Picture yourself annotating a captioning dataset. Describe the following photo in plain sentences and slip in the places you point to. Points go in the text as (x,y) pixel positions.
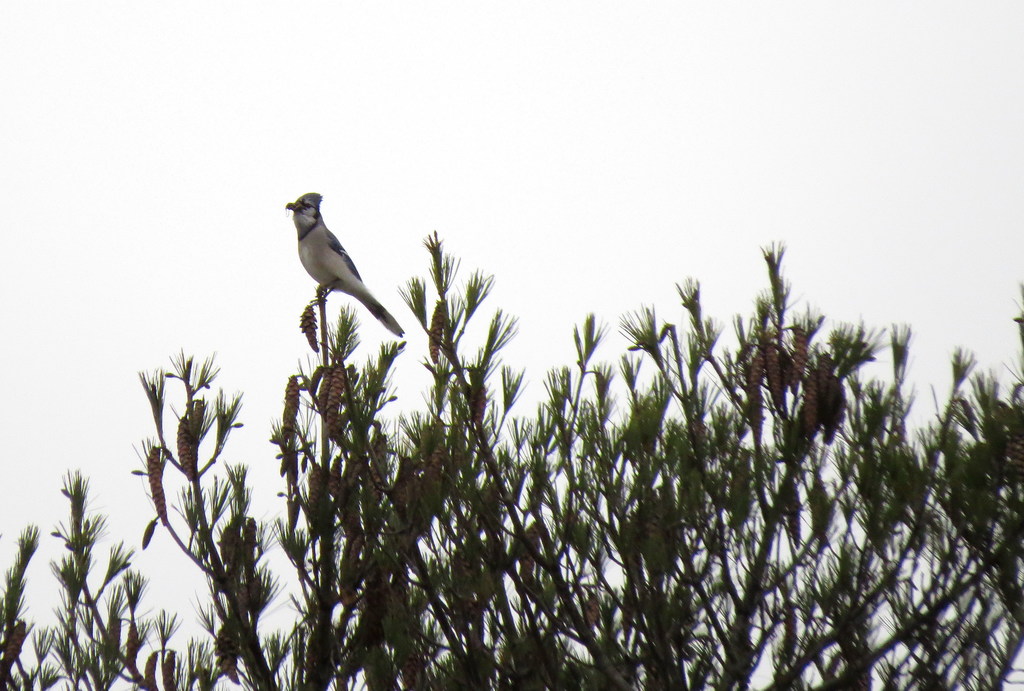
At the bottom of the picture (540,490), we see the tree (656,568). The bird (315,249) in white color is on the tree (310,344). In the background (462,241), we see the sky (406,259).
